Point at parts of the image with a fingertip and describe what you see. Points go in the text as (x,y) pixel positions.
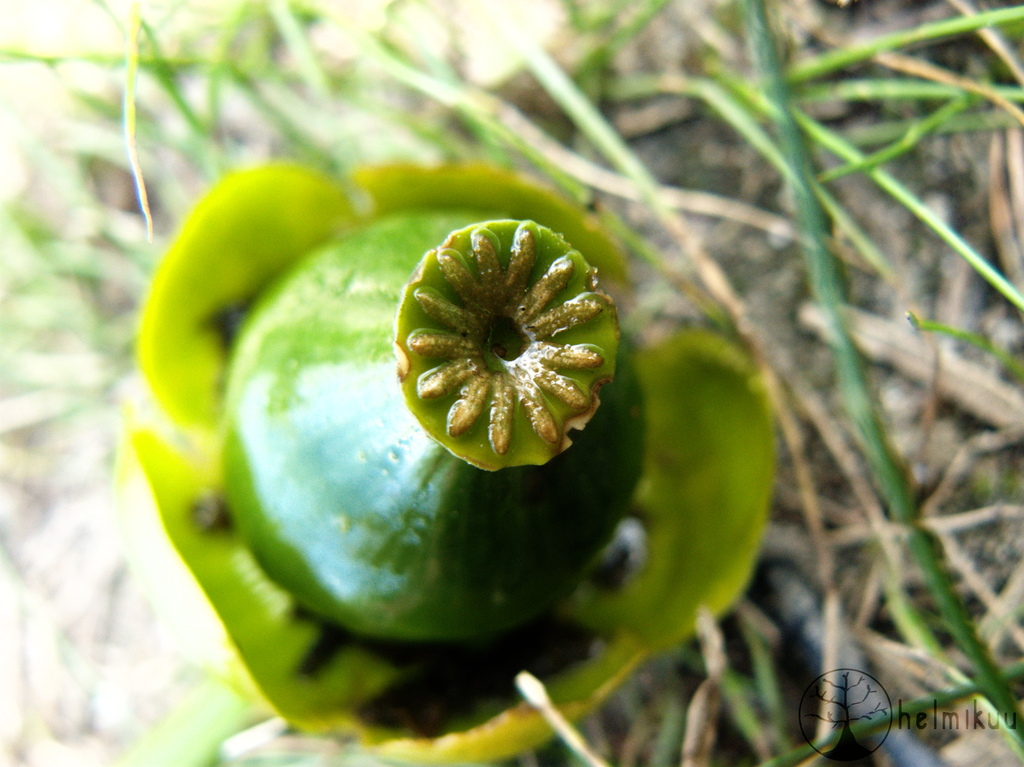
In this picture there is a bud (492,173) in the center of the image (554,325), which is green in color.
